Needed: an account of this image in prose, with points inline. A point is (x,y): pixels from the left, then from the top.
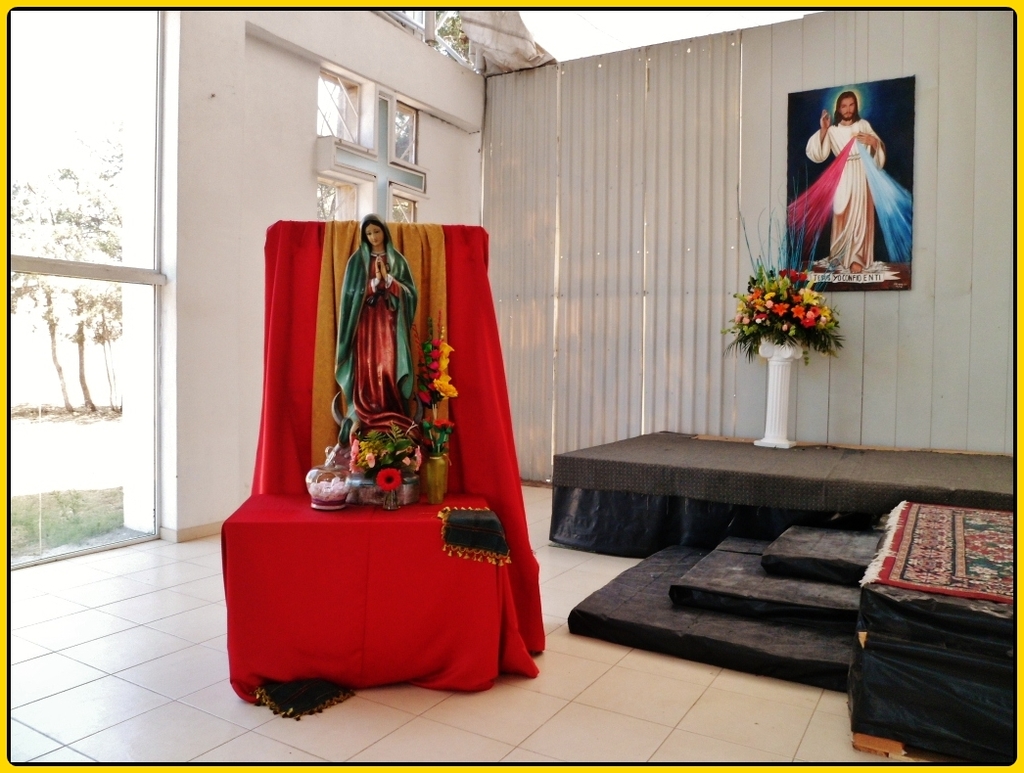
In this image we can see a statue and some other objects (401,454) on the chair (404,514), also we can see a flower vase (799,326) on the stage (812,489) and a photo frame (798,146) on the wall (693,99), through the glass (112,244), we can see some trees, grass (47,537) and the sky (113,197).
